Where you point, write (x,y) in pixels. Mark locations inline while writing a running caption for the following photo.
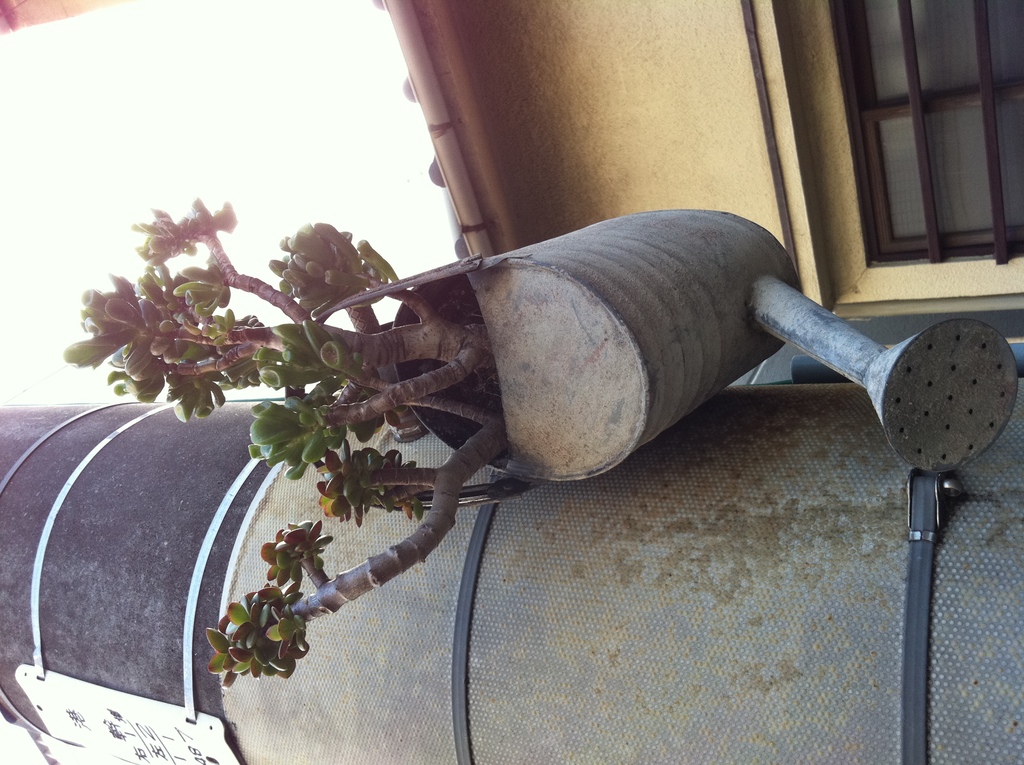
In this image we can see a pillar (534,554) to which we can see watering can (527,351) with plant (348,421) in it. In the background (809,169), we can see windows (888,124), house (825,65) and the sky (227,156).
